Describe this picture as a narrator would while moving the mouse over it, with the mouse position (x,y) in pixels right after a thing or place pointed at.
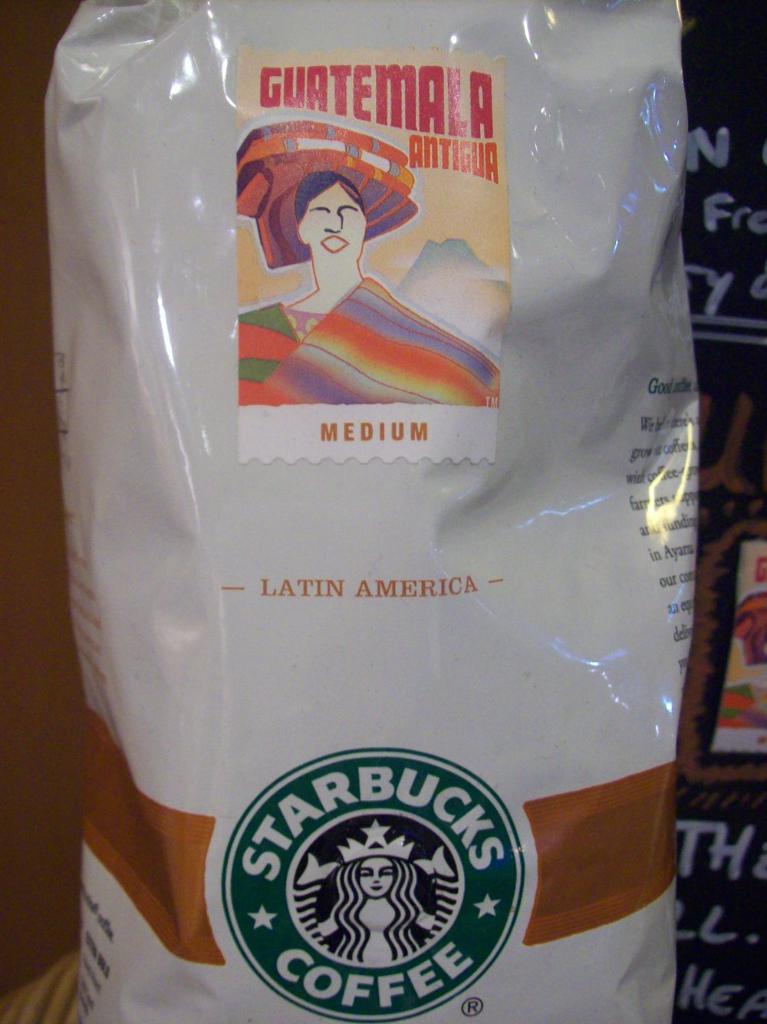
In the picture we can see a packet (371,893) on it, we can see a symbol Star bucks coffee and the packet (145,490) is white in color and beside it, we can see a board (757,420) which is black in color with something written on it.
